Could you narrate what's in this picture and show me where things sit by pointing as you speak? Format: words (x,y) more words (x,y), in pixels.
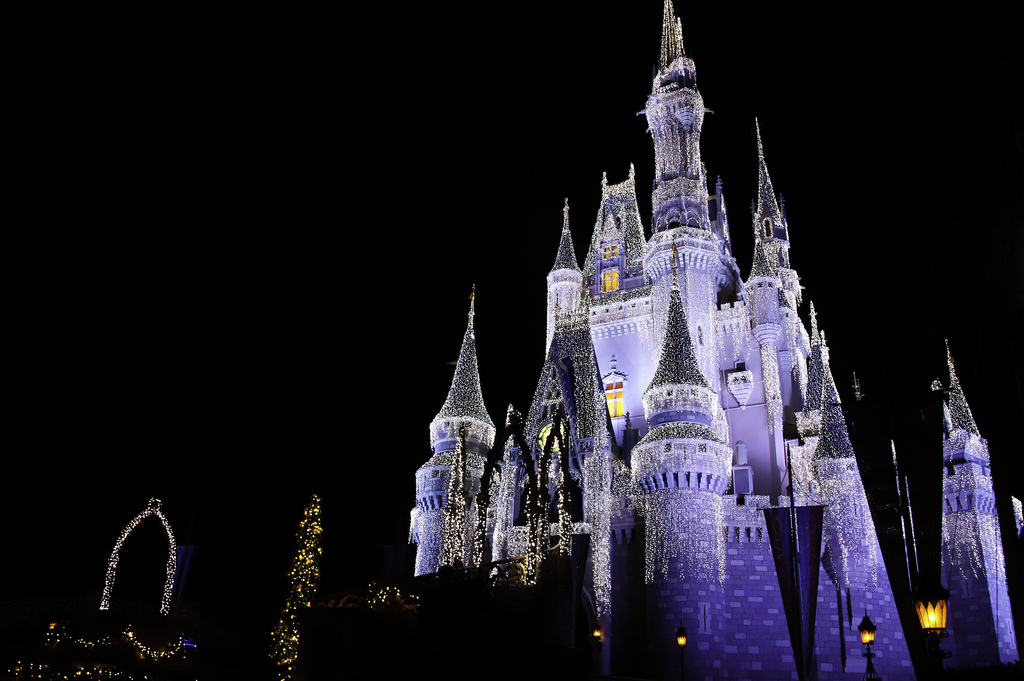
In this image there is a building (498,471) with decoration (539,503) and lights (646,442).
